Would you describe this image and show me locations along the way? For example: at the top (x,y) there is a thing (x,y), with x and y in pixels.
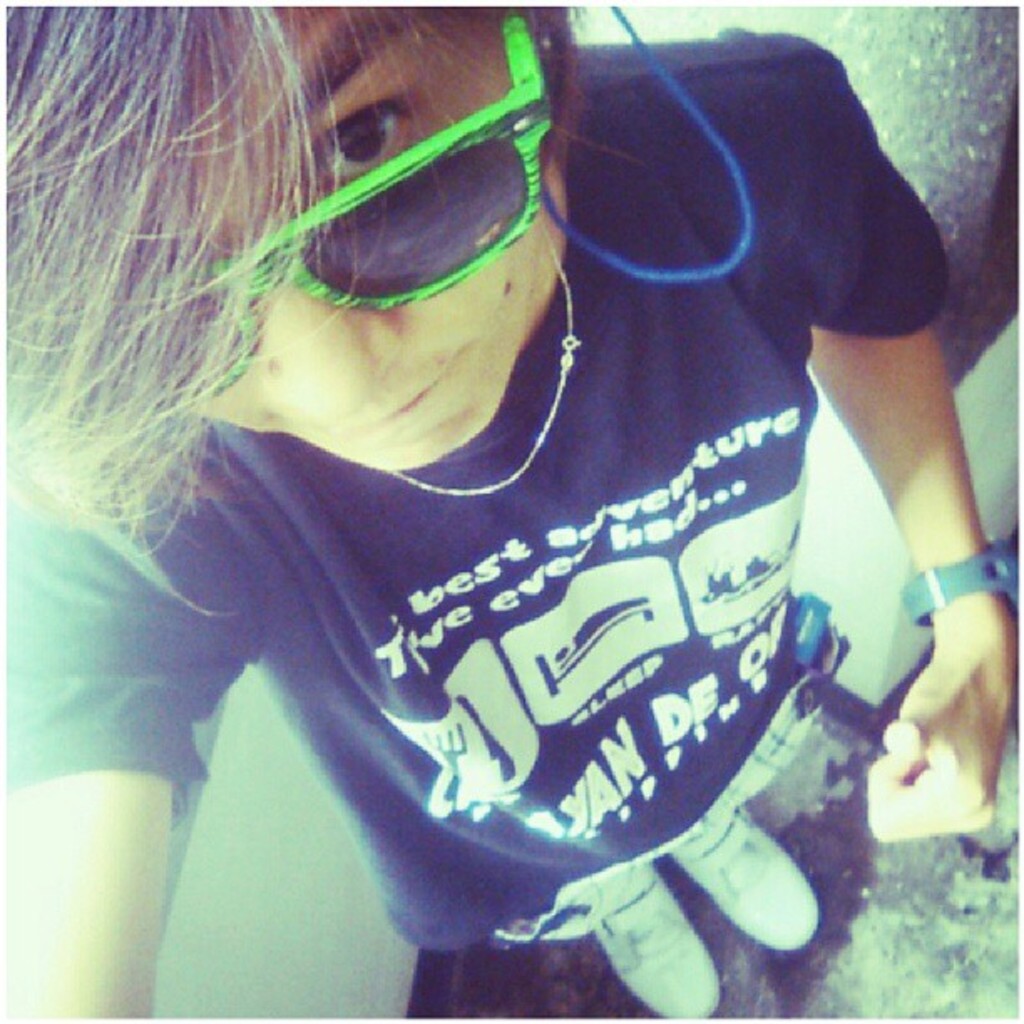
A person (612,629) is standing wearing a black t shirt (460,558), goggles (440,136) and a watch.
